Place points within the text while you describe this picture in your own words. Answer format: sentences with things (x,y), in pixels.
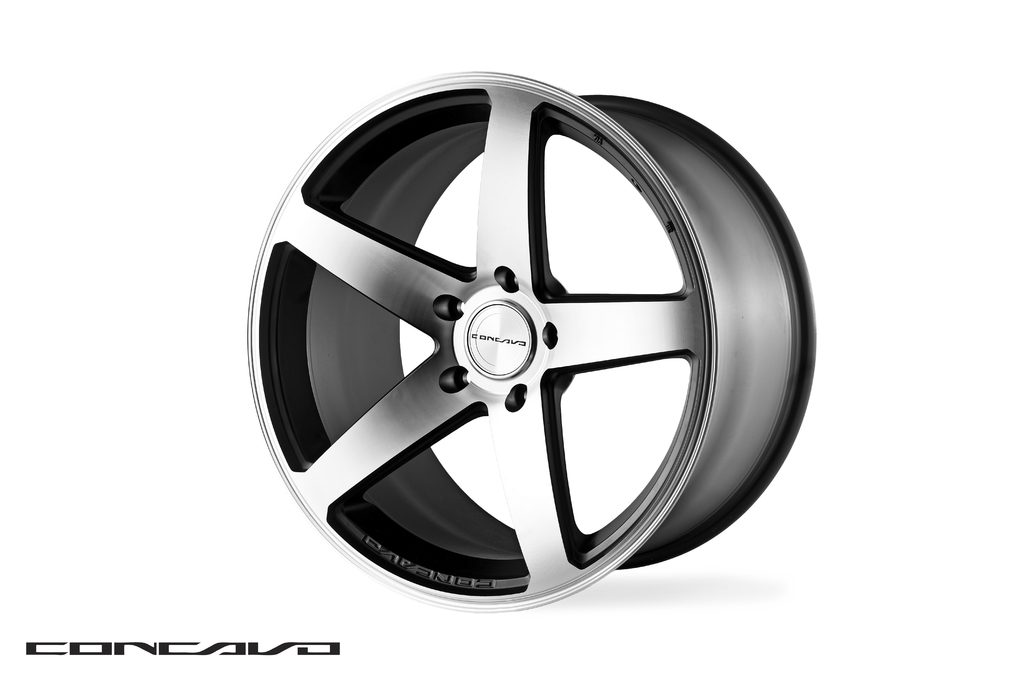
This is a picture of an alloy wheel (349,319).
